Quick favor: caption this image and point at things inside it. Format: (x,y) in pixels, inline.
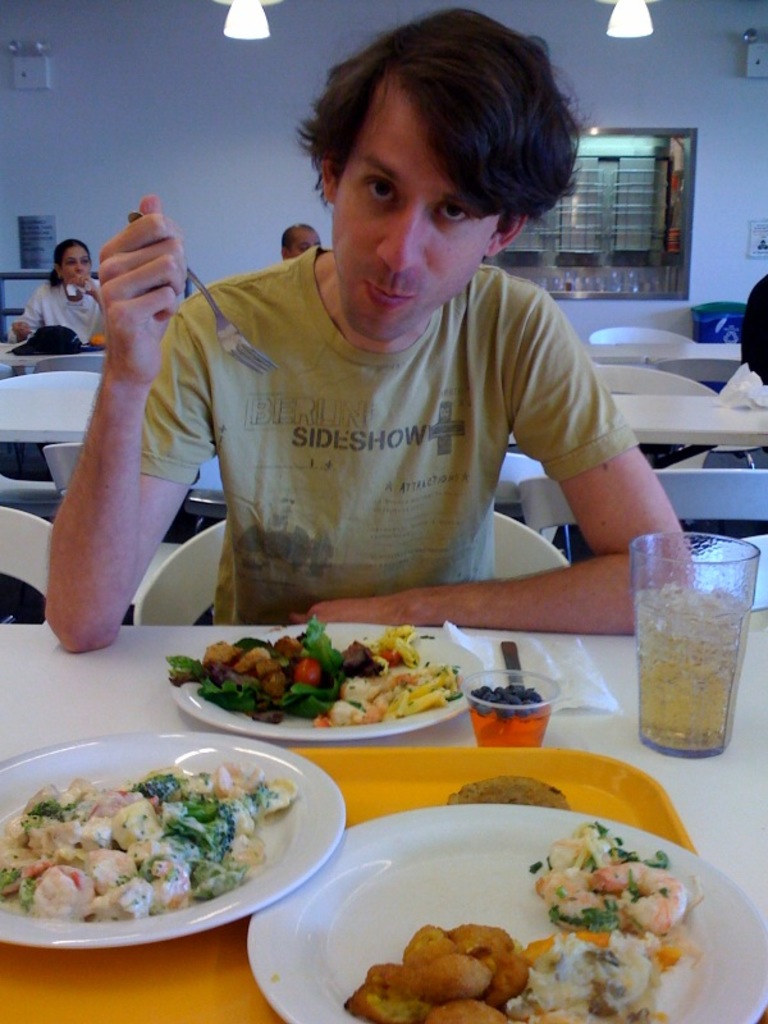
In this image there are tables (678,414) and chairs (11,570). There are people (224,397) sitting on the chairs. In the foreground (342,534) there is a man (284,516) sitting on a chair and holding a fork (225,336) in his hand (172,239). In front of him there is a table (627,753). On the table (651,751) there are plates (355,715), glasses (688,750), tissues (589,676), a tray (606,766) and food (245,844). In the background (128,97) there is a wall (276,104). There are windows (659,201) to the wall (710,178). At the top (642,4) there are lights (254,29) to the ceiling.
